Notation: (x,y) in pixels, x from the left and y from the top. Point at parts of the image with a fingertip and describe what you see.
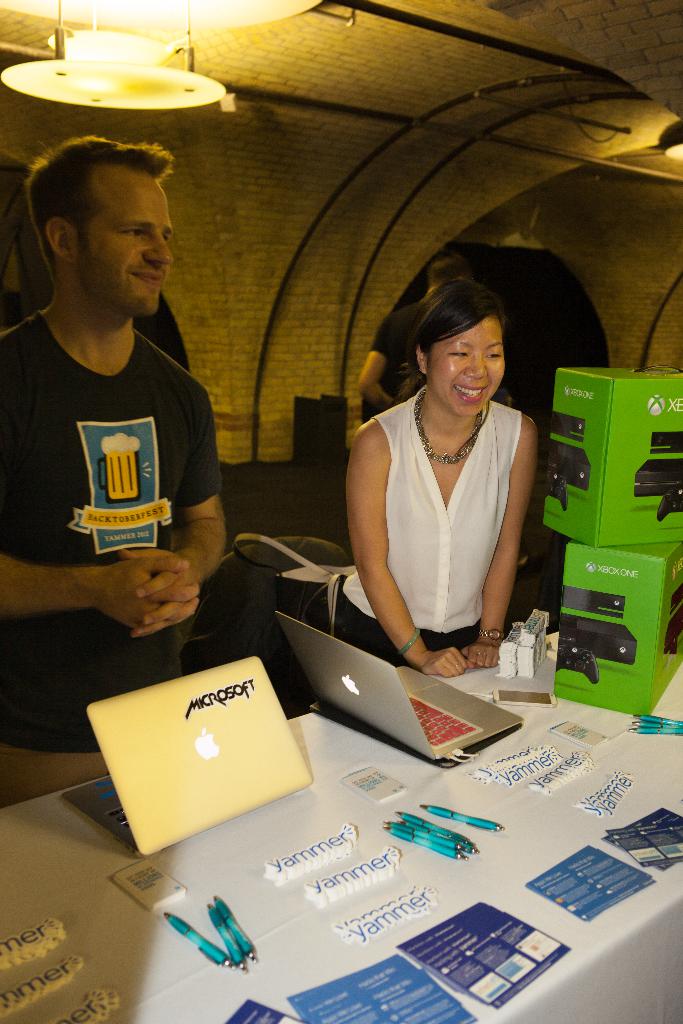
In this image there are two people (91,475) wearing a smile on their faces (480,364). In front of them there is a table (324,826) and on top of it there are laptops (464,706), pens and a few other objects (517,657). Behind them there is another person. On top of the image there are lights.
